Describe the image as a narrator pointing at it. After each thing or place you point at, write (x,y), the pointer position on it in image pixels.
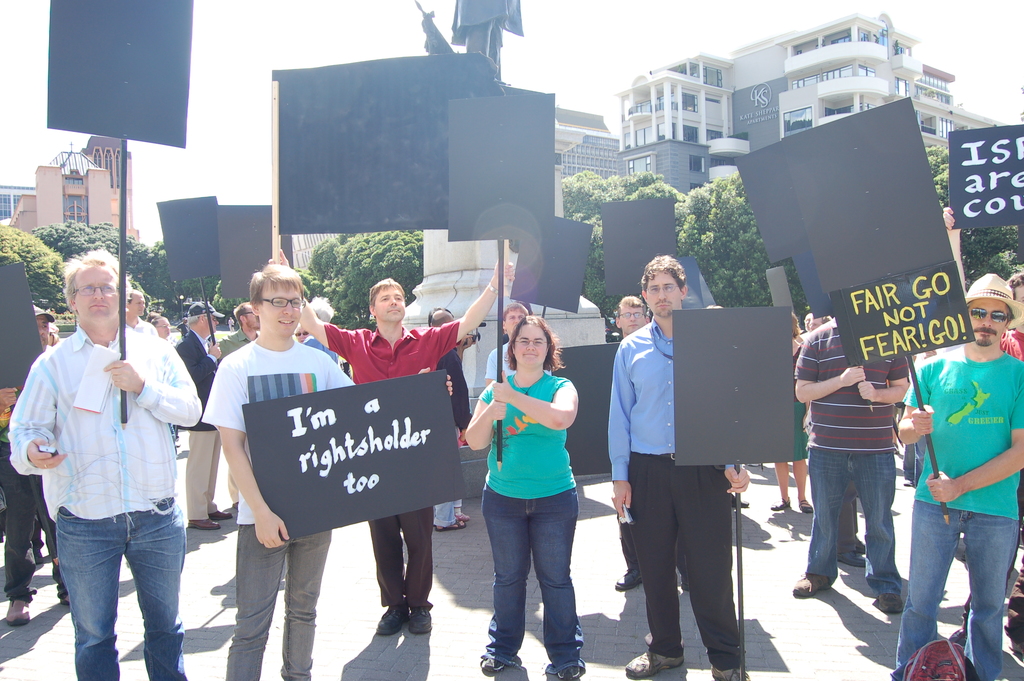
In the center of the image (371,413) we can see people (489,426) standing and holding boards (342,442) in their hands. In the background (722,237) there are trees (736,232), buildings (808,81) and sky (266,66).
